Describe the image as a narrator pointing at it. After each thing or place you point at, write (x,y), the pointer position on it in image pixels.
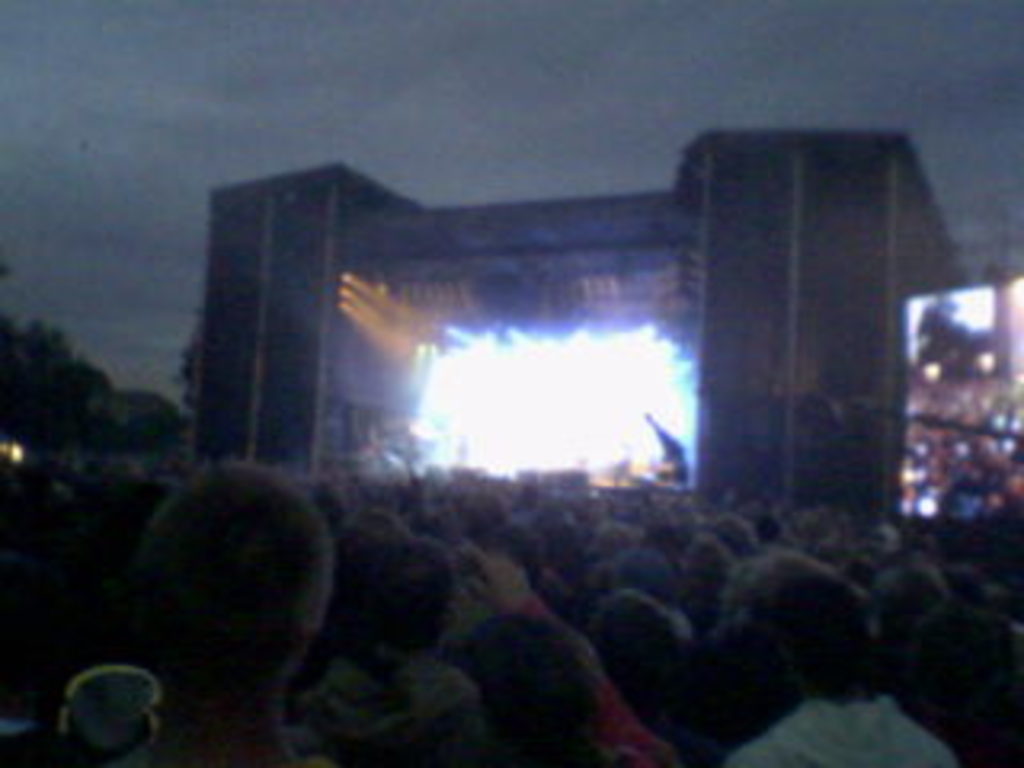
In this picture there are many people (694,549) at the bottom side of the image (664,618) and there is a stage (368,436) and lights (592,390) in the center of the image (505,364), there is a screen (949,302) on the right side of the image (1001,477).
